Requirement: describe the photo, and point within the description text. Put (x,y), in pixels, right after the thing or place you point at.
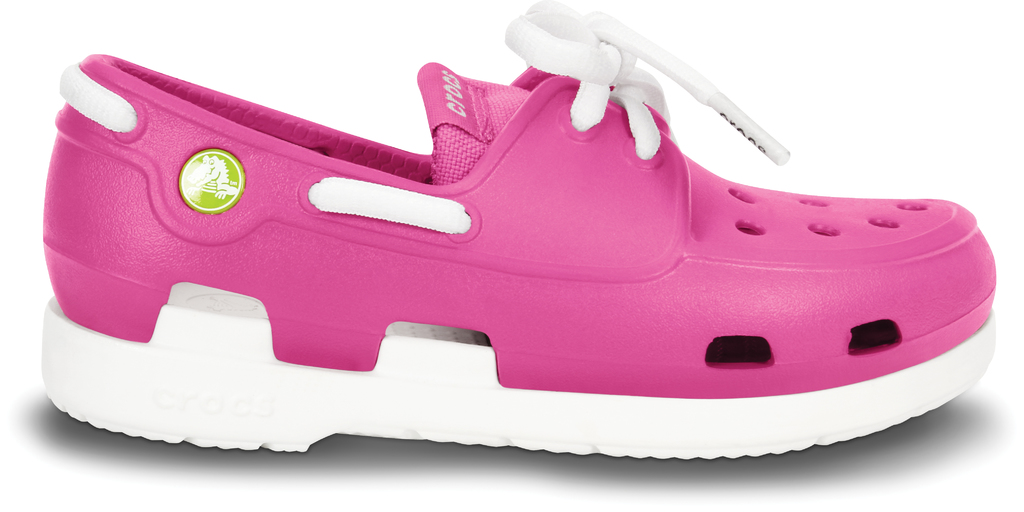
In this image I can see a pink and white color shoe (690,292). Background (886,114) is in white color.
